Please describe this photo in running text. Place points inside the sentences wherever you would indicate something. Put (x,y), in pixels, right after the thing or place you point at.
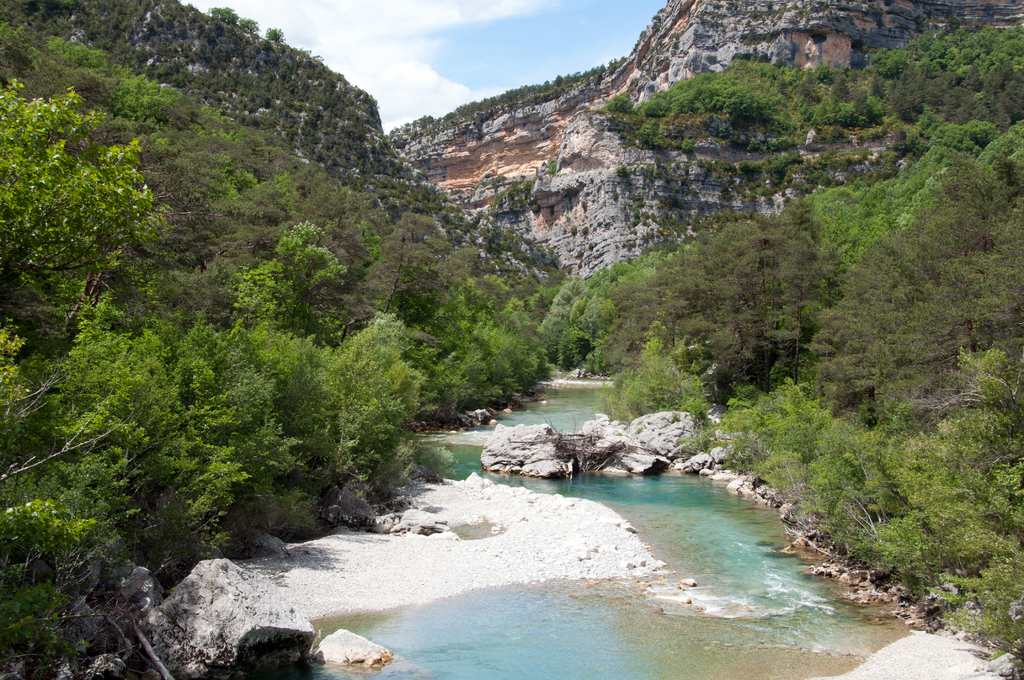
In this picture there is water (576,479) in the center of the image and there are trees (727,356) on the right (739,381) and left side of the image (220,290) and there are rocks (552,458) in the center of the image (591,431).
